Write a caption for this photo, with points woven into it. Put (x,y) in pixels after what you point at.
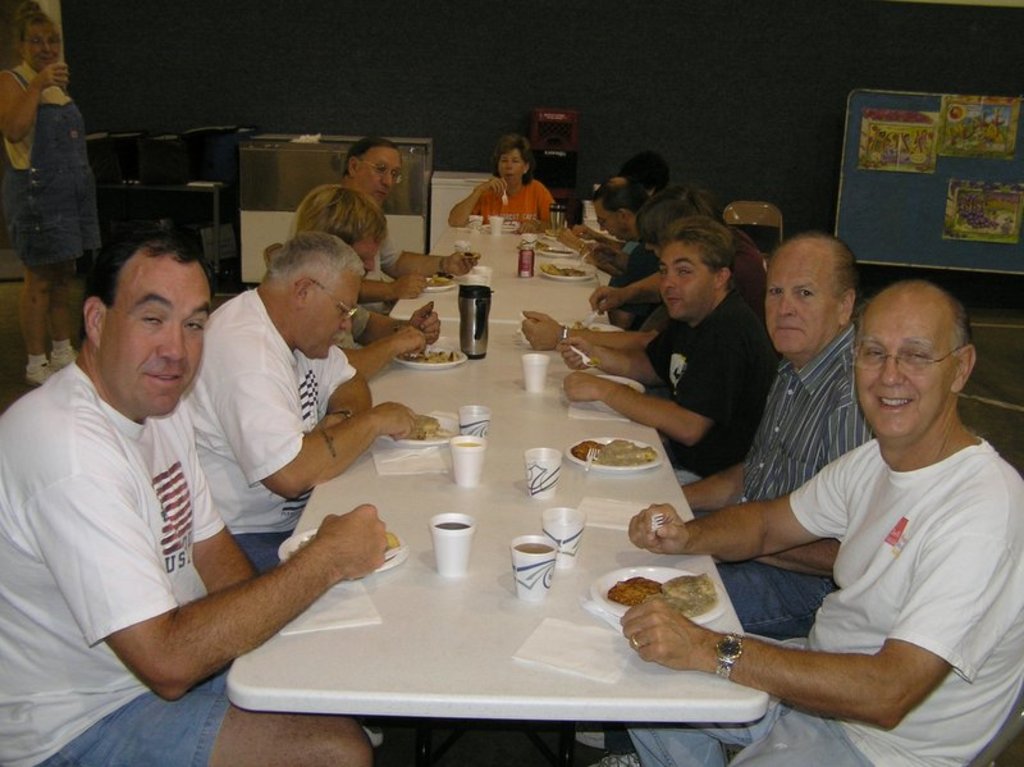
This picture is of inside the room (647,147). On the right (700,251) there are group of people (796,382) sitting on the chairs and eating food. In the center (504,426) there is a table (491,579) on the top of which plates (602,590) full of food (642,589), glasses (473,433) and napkins (607,638) are placed. On the left (196,352) there are group of persons (261,324) sitting on the chairs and eating food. In the background (925,154) we can see the board (943,213), a woman (63,107) standing and drinking. We can see a wall (481,27) and some machines (319,145).
